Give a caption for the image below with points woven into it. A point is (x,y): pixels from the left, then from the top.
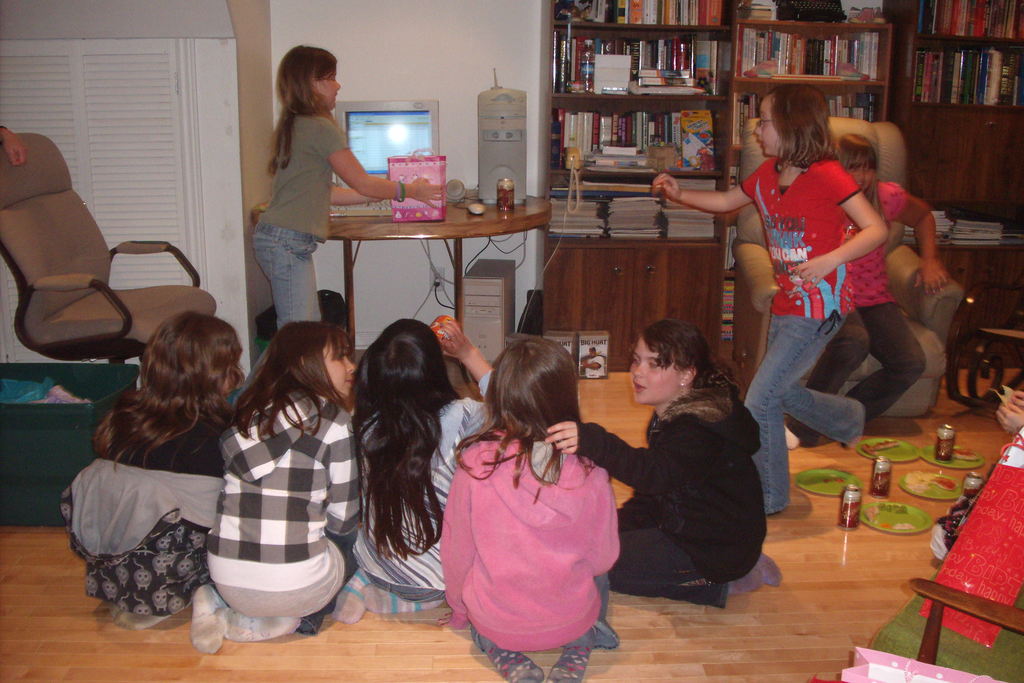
In this image few kids (648,539) are on the floor (765,641) having few coke cans (851,517) and plates (879,514). Right side (708,277) there are racks (989,185) having few books (578,229) in it. Beside there is a table (488,228) having a monitor (398,132), keyboard (386,206), CPU (482,161) and few objects (481,209). Before the table (332,229) there was a girl (315,173) standing and she is holding a bag (423,208) in her hand (406,185). Right side (906,262) a person (872,186) is sitting on the chair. A girl (815,300) is running on the floor (816,535). Left side (76,291) there is a chair (74,272) on the floor (834,531) having few objects (51,442). Background (212,133) there is a wall (210,153). Right bottom there is a chair (948,639) having few objects (975,634) on it. Right side (1011,405) a person's hands (1001,414) are visible.
